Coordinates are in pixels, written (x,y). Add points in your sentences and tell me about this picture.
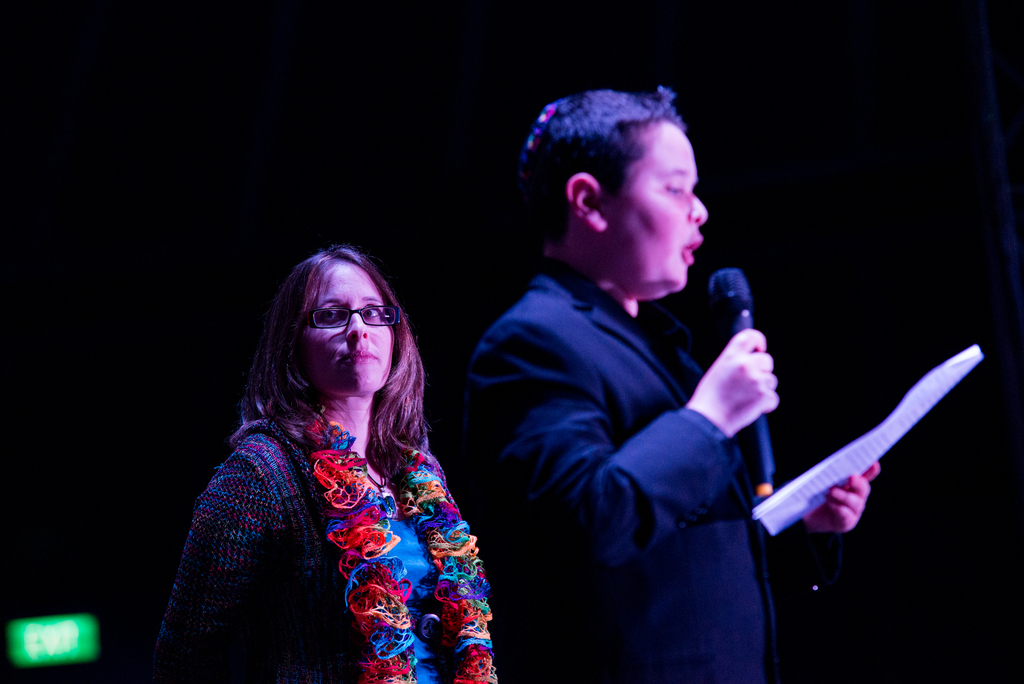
In this image I can see a person (585,438) wearing black color dress (630,486) is standing and holding a microphone (768,466) and a paper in his hand (742,365). I can see another person (364,542) wearing blue colored dress (419,571). I can see the black background (122,419) and the green colored object (66,632) to the left bottom of the image (26,642).
